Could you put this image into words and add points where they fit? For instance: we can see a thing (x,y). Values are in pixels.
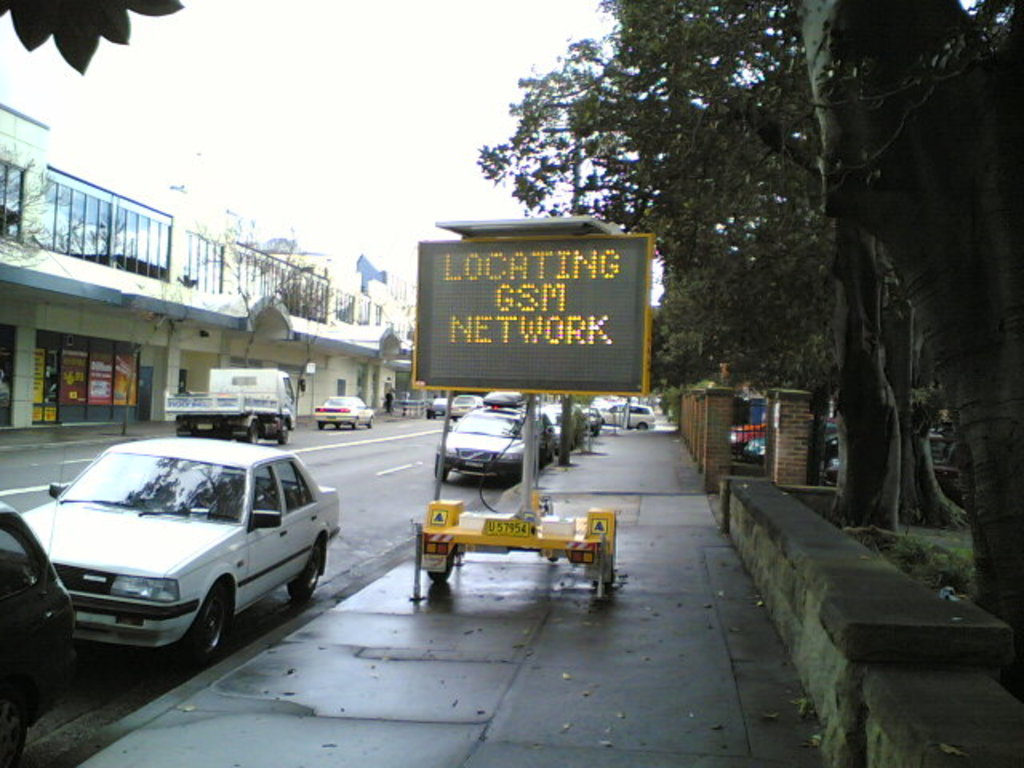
This image is taken outdoors. At the bottom of the image (336,614) there is a road (275,621) and a sidewalk (580,687). In the middle of the image (551,412) a few cars (168,564) are parked on the road (396,466) and a few vehicles (285,391) are moving on the road (108,437). There is a board (526,391) with a text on the sidewalk (660,477). On the left side of the image (128,295) there is a building (207,375) with walls (141,341), pillars (21,392), windows (66,386), doors (146,395), railings (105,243) and roof (315,339). On the right side of the image (910,272) there are a few trees (804,296).
